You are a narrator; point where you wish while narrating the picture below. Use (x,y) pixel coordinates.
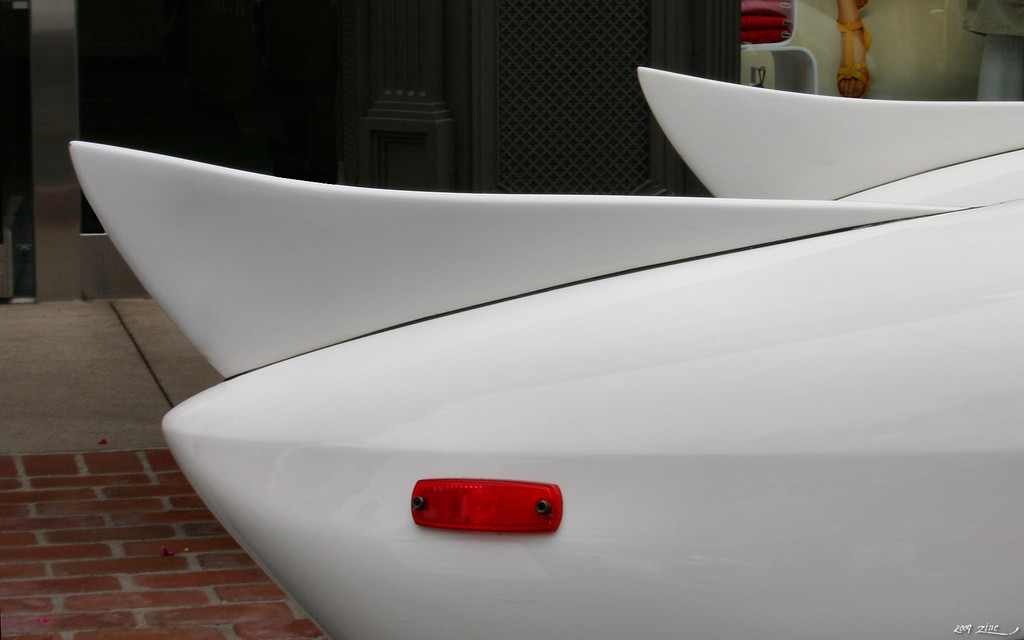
In the image we can see there is a vehicle (546,417) standing on the ground (128,525).
